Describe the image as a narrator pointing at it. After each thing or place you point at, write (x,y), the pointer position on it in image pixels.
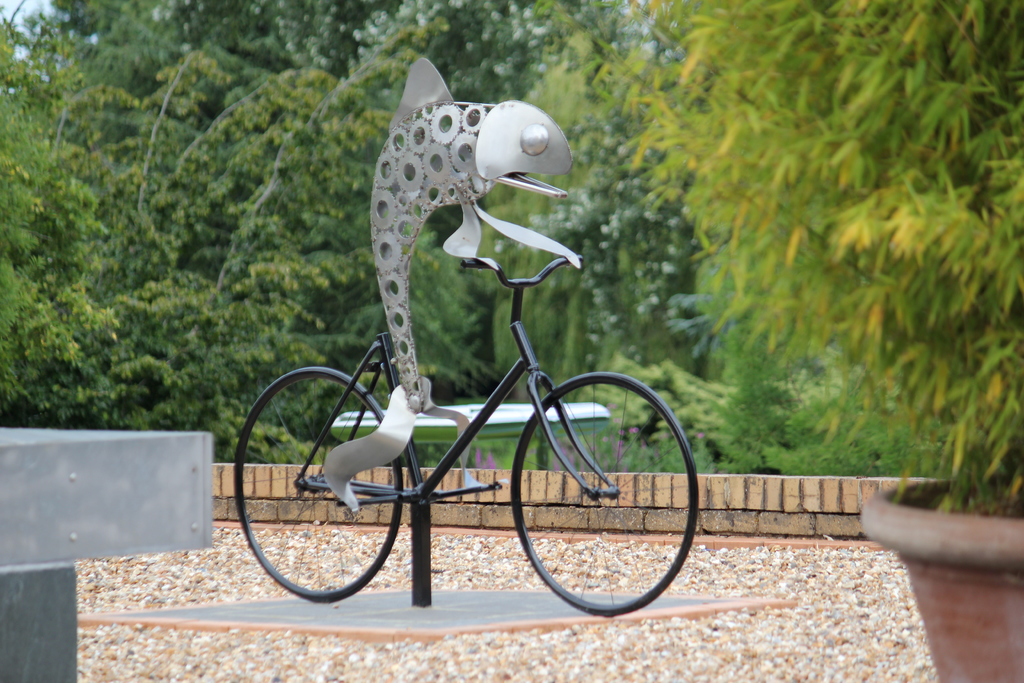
In this picture I can see there is a fish (416,148) on the cycle (513,495) and it placed its feet (353,502) on the pedal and there is a plant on to right (994,373) and there are few trees (442,371) in the backdrop (431,377).
